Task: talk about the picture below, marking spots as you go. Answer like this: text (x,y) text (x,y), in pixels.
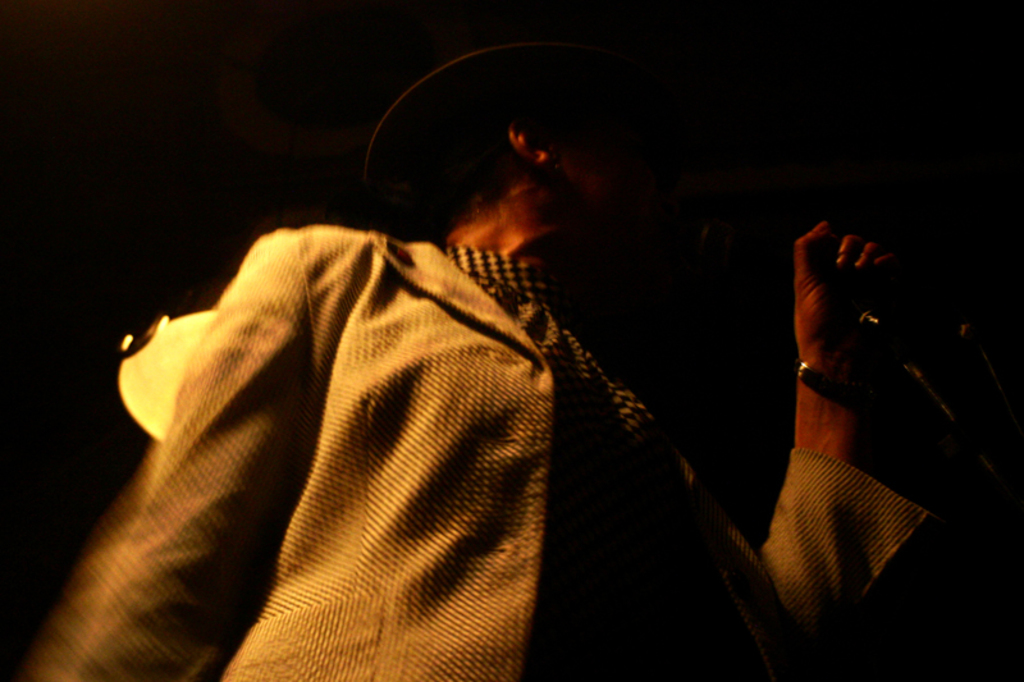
In this picture we can see a person (389,630) standing and holding a mike (895,354) with his hand (826,292). And he wear a hat (562,117).
